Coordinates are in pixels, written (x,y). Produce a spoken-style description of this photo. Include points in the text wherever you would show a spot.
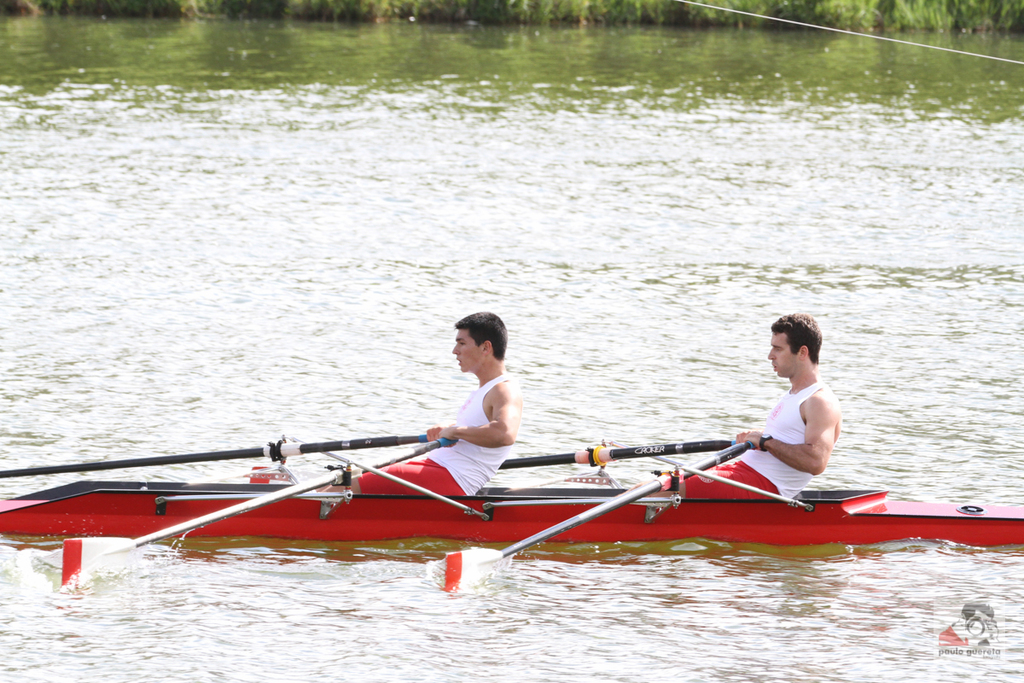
In this image there are two persons (821,398) rowing the boat (365,510) in the water (635,331). At the back side (935,13) there's grass (935,13) on the surface (666,23).
